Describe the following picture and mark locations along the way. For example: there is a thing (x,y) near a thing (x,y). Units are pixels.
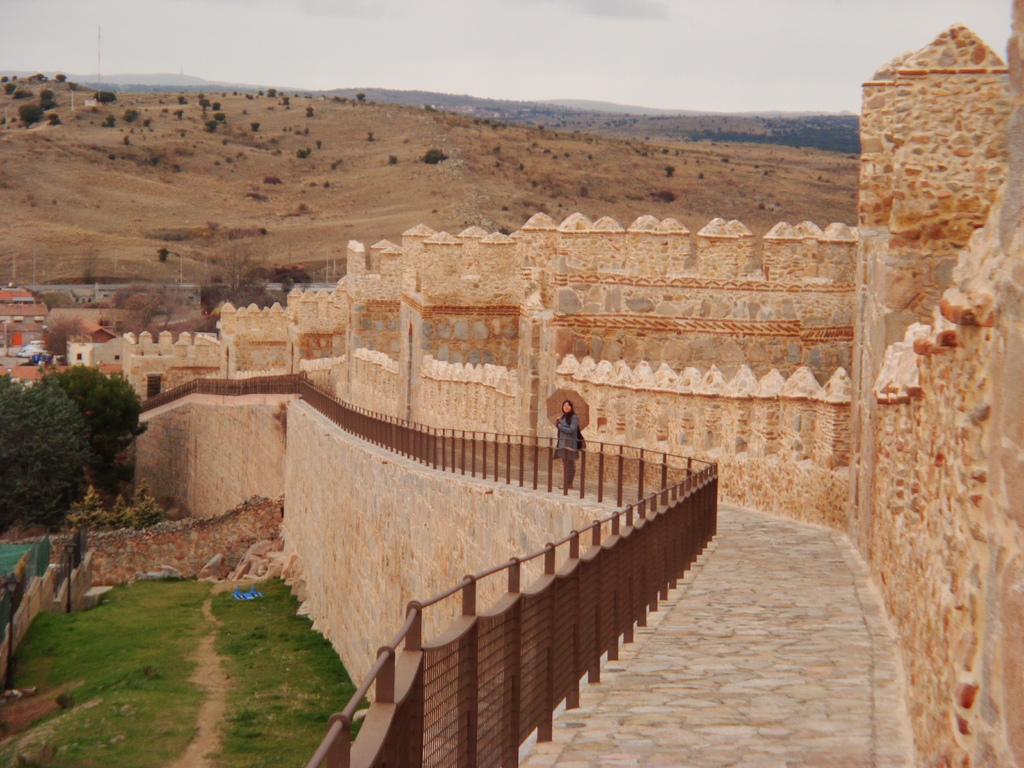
In the picture I can see a person (571,470) is standing here, here we can see the railing (519,648), stone wall (932,367), fort (833,403), grass (284,673), trees (0,516), hills (816,162) and the sky (813,20) in the background (455,13).
